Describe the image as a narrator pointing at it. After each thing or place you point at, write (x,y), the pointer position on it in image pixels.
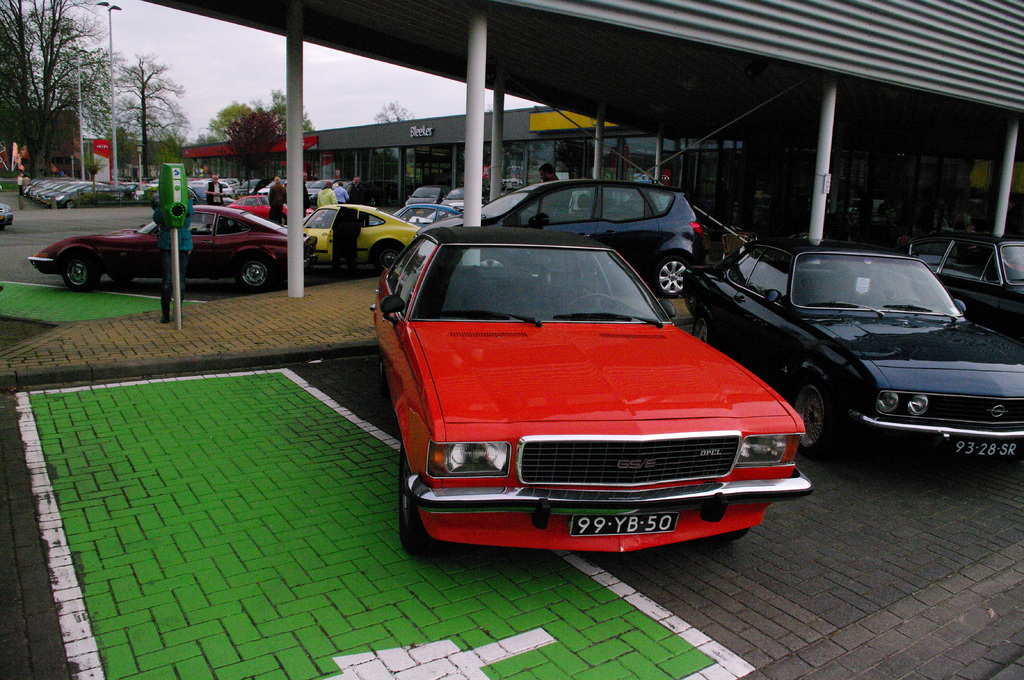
In this picture we can see cars (231,210) on the ground (67,305), pillars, buildings (518,152), trees (24,53), poles (81,79), flags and some persons (219,203) standing and in the background (164,52) we can see sky (189,64).
